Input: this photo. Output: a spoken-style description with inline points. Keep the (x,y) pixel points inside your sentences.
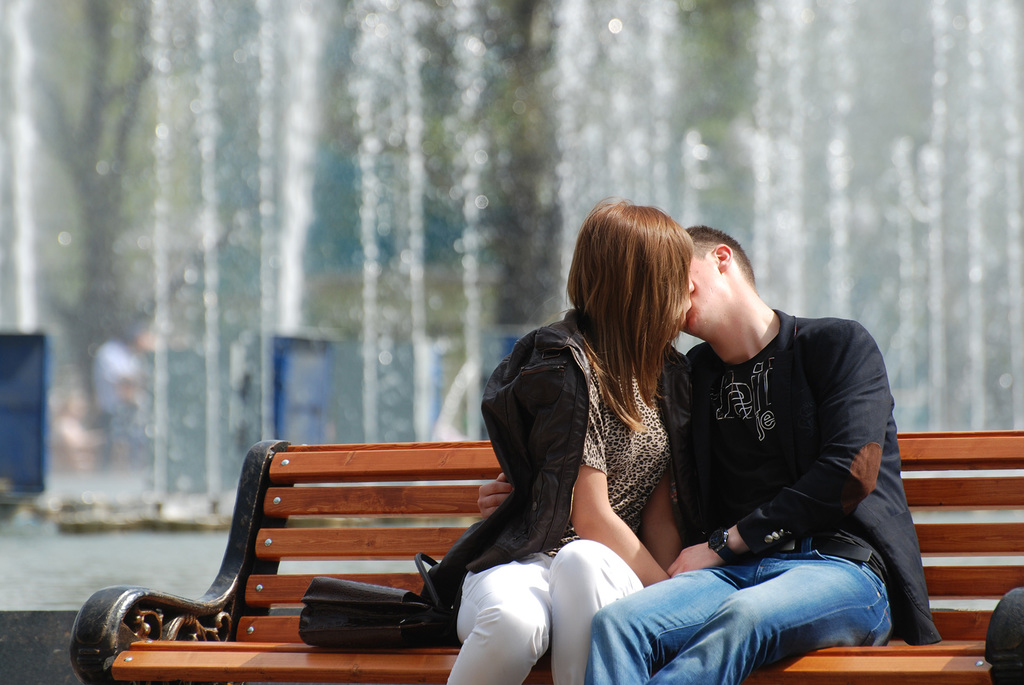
In this image, I can see a bag (388,606) and two persons (556,556) sitting on a wooden bench (433,507). Behind the two persons (715,497), I can see a fountain (563,273). There is a blurred background (966,245).
